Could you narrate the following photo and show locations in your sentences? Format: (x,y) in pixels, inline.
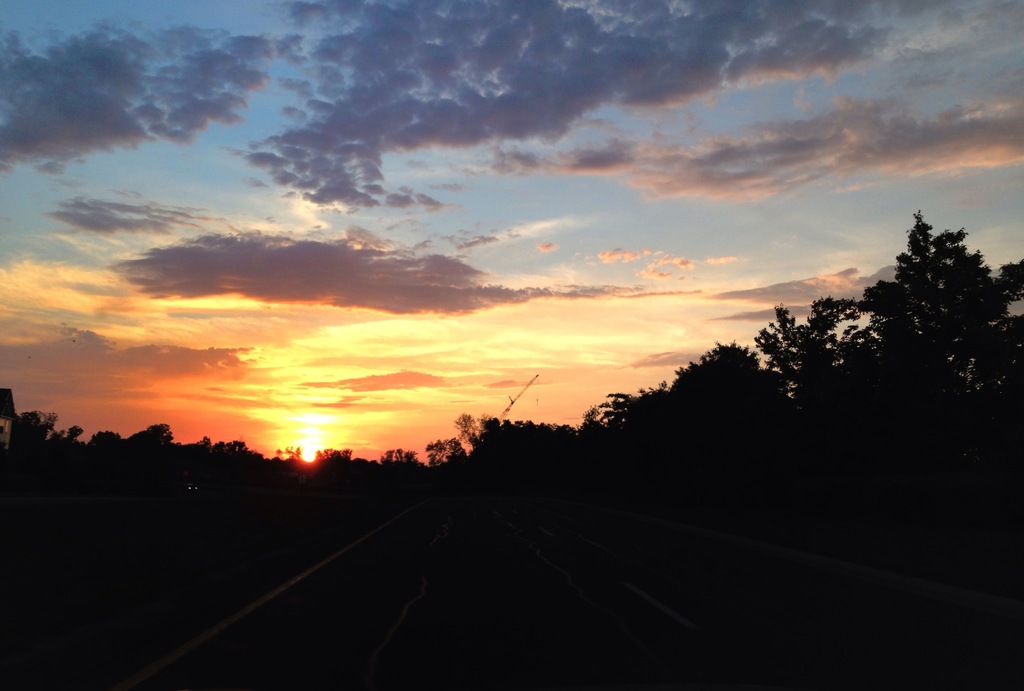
In this image I can see few trees (773,489), background (584,228) the sky (383,187) is in blue, white and orange color.
